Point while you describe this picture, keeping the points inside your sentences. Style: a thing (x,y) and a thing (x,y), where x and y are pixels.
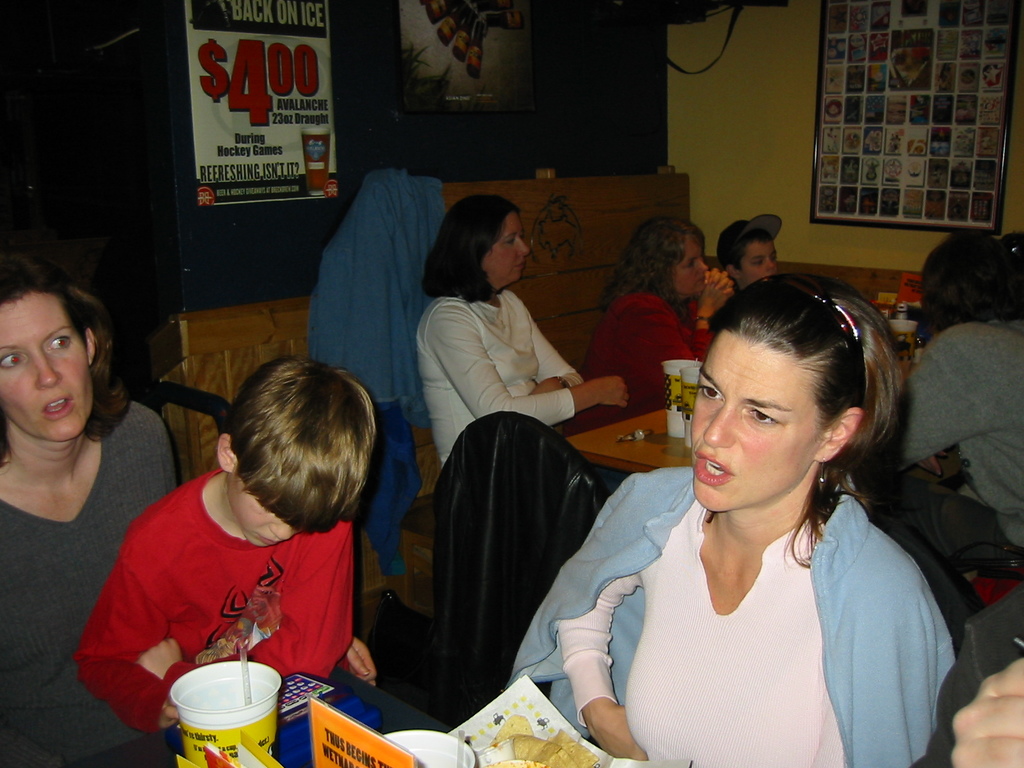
In the picture there are many women (765,370) sitting on a chair (548,499) in front of the table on the table (387,695) there are cups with the food items (513,720) present on it there are many posters (282,122) on the wall (342,68) there is a frame (962,227) in the wall (817,247).
